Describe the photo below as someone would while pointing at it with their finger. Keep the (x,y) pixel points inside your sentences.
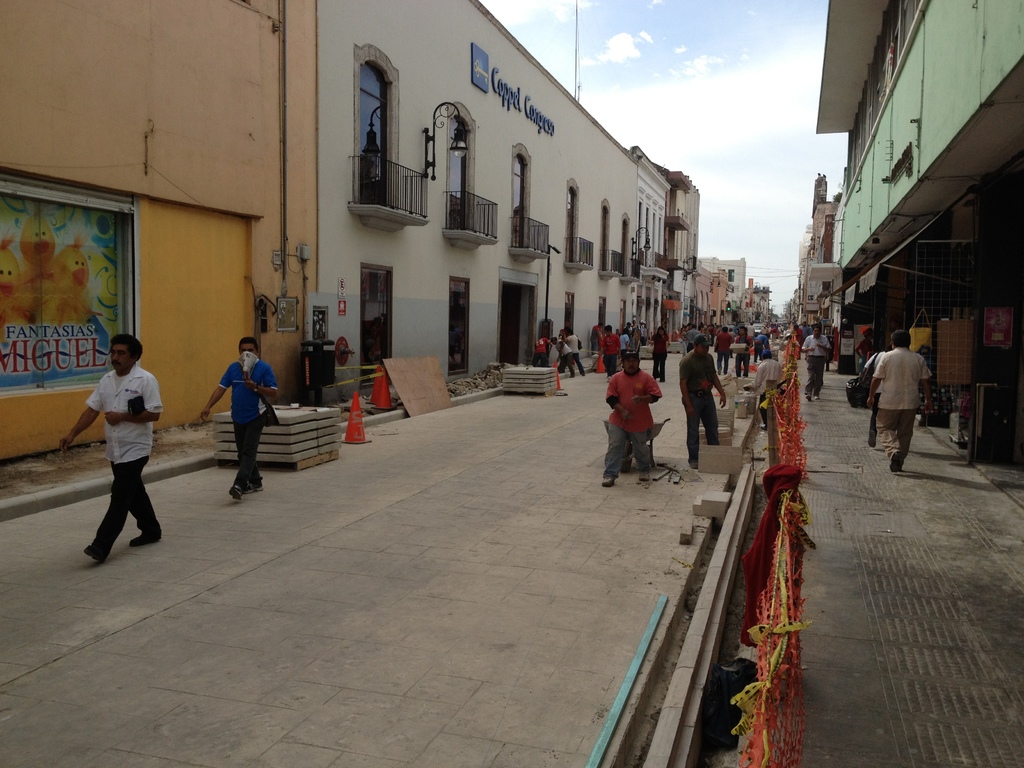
This picture is clicked outside. On both the sides we can see the buildings (589,150) and we can see the group of persons (896,419) seems to be walking on the ground (681,639) and we can see the safety cones (353,442) and some other objects (326,453) are placed on the ground (565,468) and we can see the text (98,346) and some pictures (66,251) on the buildings (278,237) and we can see the windows (386,137), railings (514,231), lamppost (640,229) and in the background (622,33) we can see the sky (793,178) and many other objects (948,320).
